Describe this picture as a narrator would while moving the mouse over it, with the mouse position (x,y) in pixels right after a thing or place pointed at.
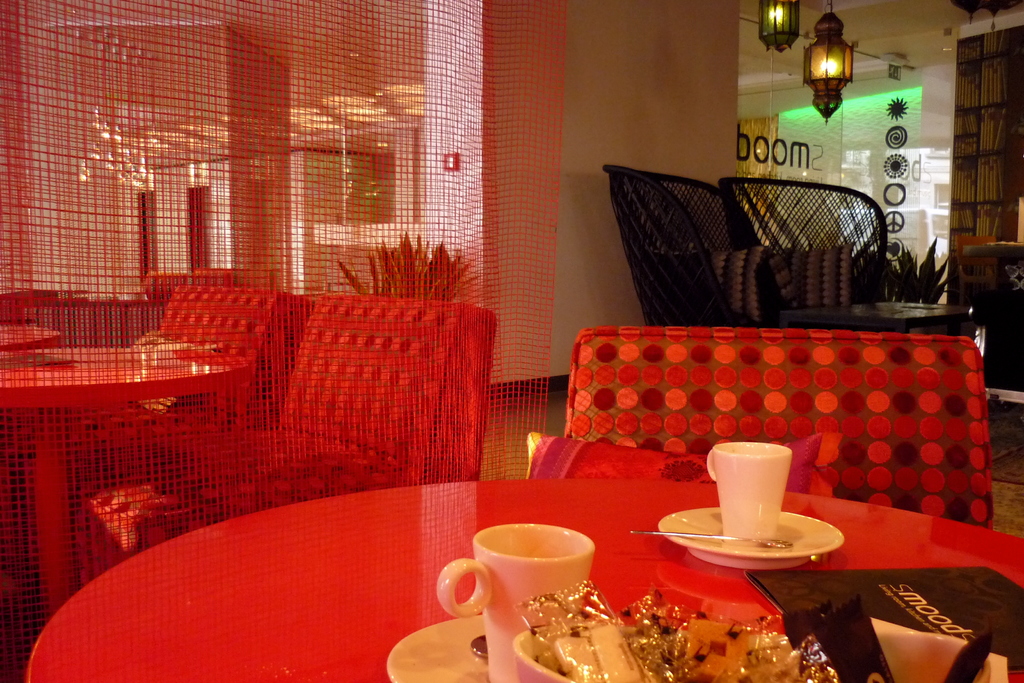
This image is taken in a restaurant (516,97) filled with sofas (405,319), chairs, tables (199,614). The table (296,609) is in red in color. On the table (763,603) there are cups (758,481), saucers (718,547), plates (793,529) and a menu card (788,586). In the right (860,274) there are some black chairs (840,191), a plant (893,263) etc. In the top right (813,71) there are some lanterns (820,76). In the left side (107,338) there is a net (514,355), behind the net (268,165) there's sofas (191,289), tables (195,365) and chairs (362,341).
